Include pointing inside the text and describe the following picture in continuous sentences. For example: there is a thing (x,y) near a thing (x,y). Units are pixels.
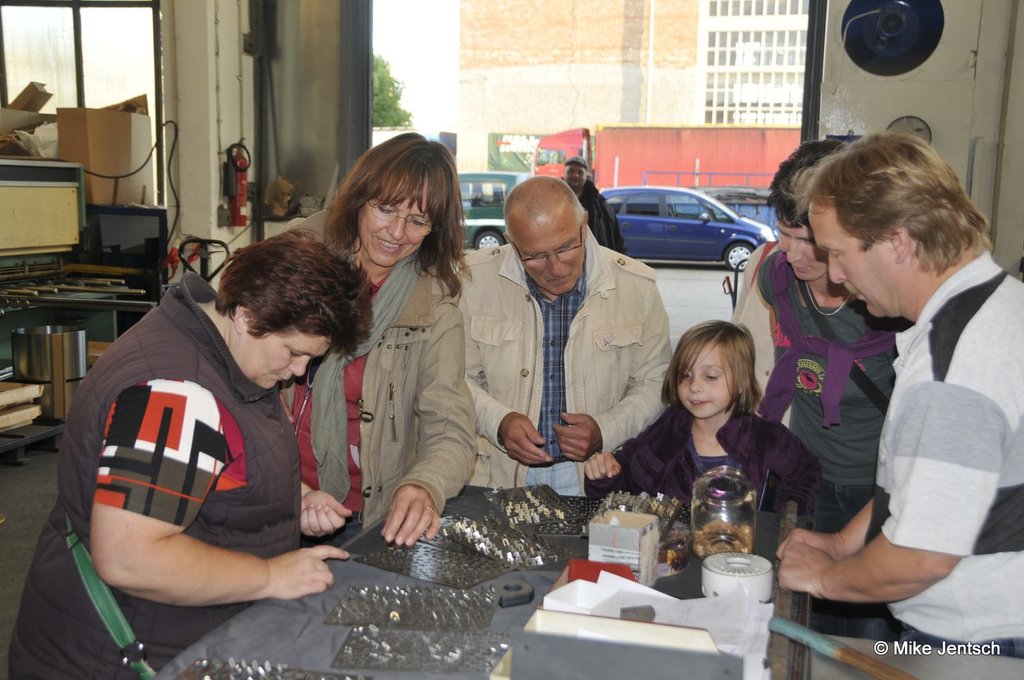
At the bottom of the image (808,675) there is a table (792,593) and we can see people (430,348) standing around the table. There are bottles (702,537), boxes (687,652), papers (626,603) and some objects (451,604) placed on the table (538,592). In the background (544,119) we can see cars (629,203), buildings (508,44), tree (397,109) and a wall (957,99). On the left (36,311) there is a table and we can see things (69,361) placed on the table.
